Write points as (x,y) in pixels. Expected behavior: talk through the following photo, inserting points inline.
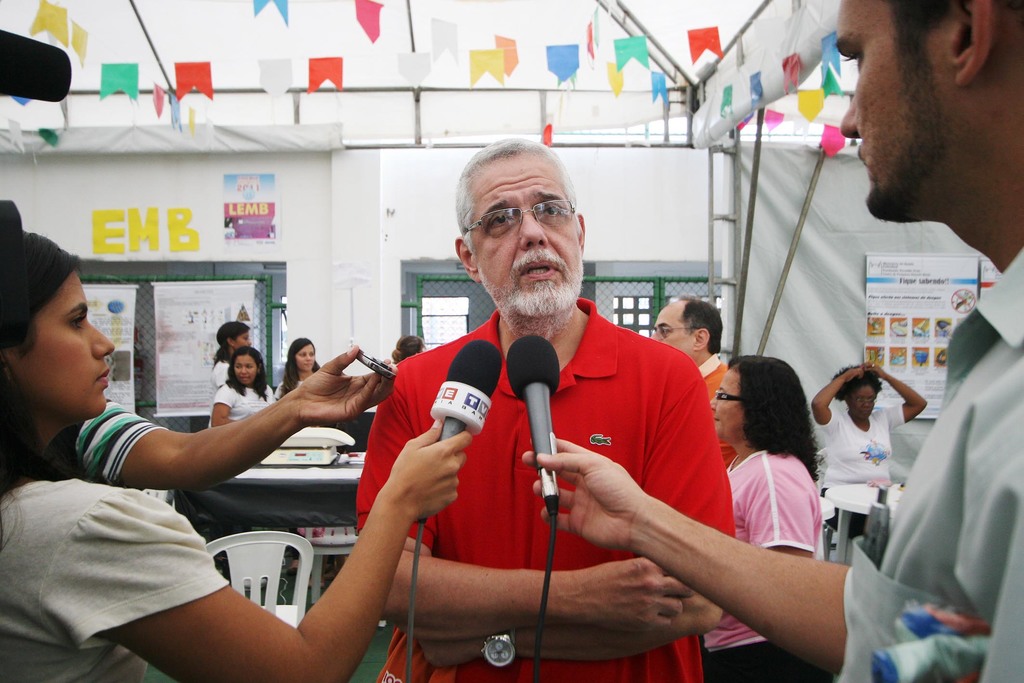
On the background (260,220) we can see poster (238,228) on wall (398,268). These are windows (459,305). At the top (491,56) we can see it is decorated with colourful papers (333,63). We can see a man (529,596) wearing red shirt (619,403) standing and talking. We can see a man (941,547) and a woman (83,549) here holding mics (547,430) in their hands (578,450). behind to this man (629,420) we can see persons (784,407) standing on the floor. This is a table (303,500) and chair (280,542).
